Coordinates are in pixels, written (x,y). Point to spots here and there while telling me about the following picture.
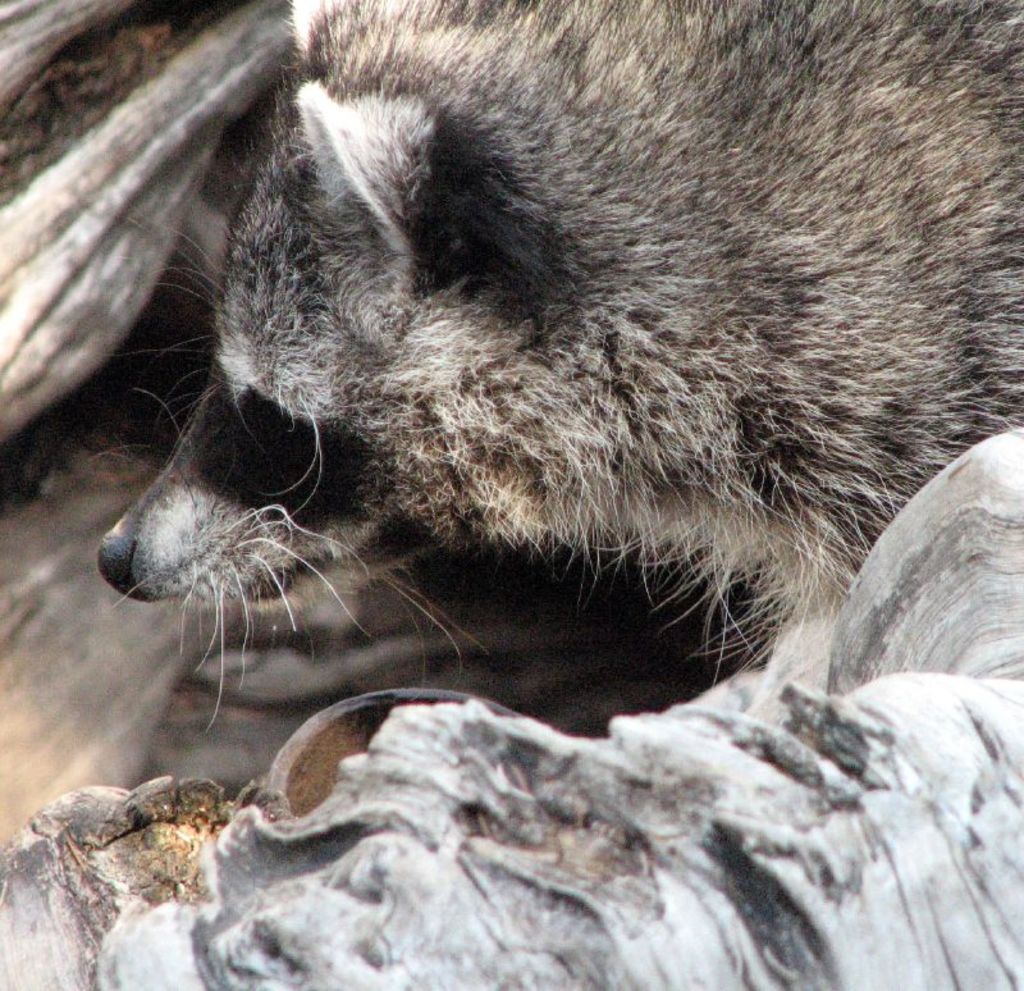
At the bottom (388,756) there is a wooden object (336,947). On the left (77,232) there is a wooden object (30,592) looking like the trunk (120,223) of a tree (162,214). In the picture we can see an animal (574,347).
